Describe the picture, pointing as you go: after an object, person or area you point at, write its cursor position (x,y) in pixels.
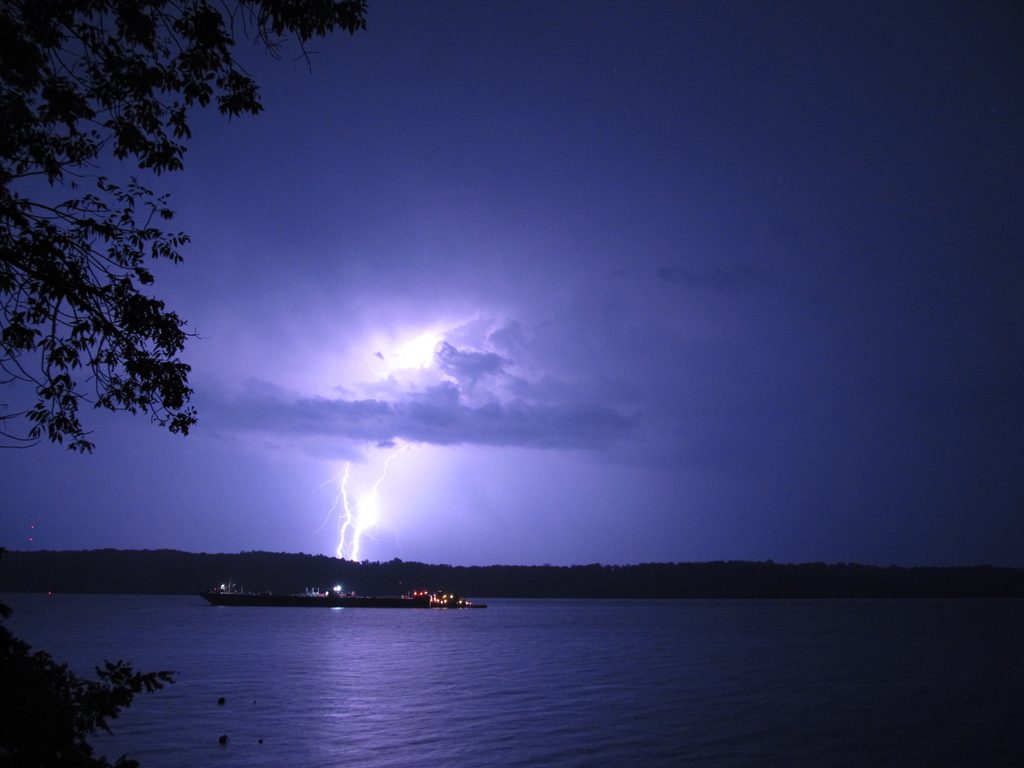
At the bottom of this image (639,699), there is water (437,685). On the left side (76,151), there are branches (59,20) of the trees (39,137) having leaves (96,226). In the background (356,542), there are boats (418,592) on the water (322,693), there are mountains (932,575) and there are clouds (576,404) and a thunder (371,506) in the sky (517,306).
